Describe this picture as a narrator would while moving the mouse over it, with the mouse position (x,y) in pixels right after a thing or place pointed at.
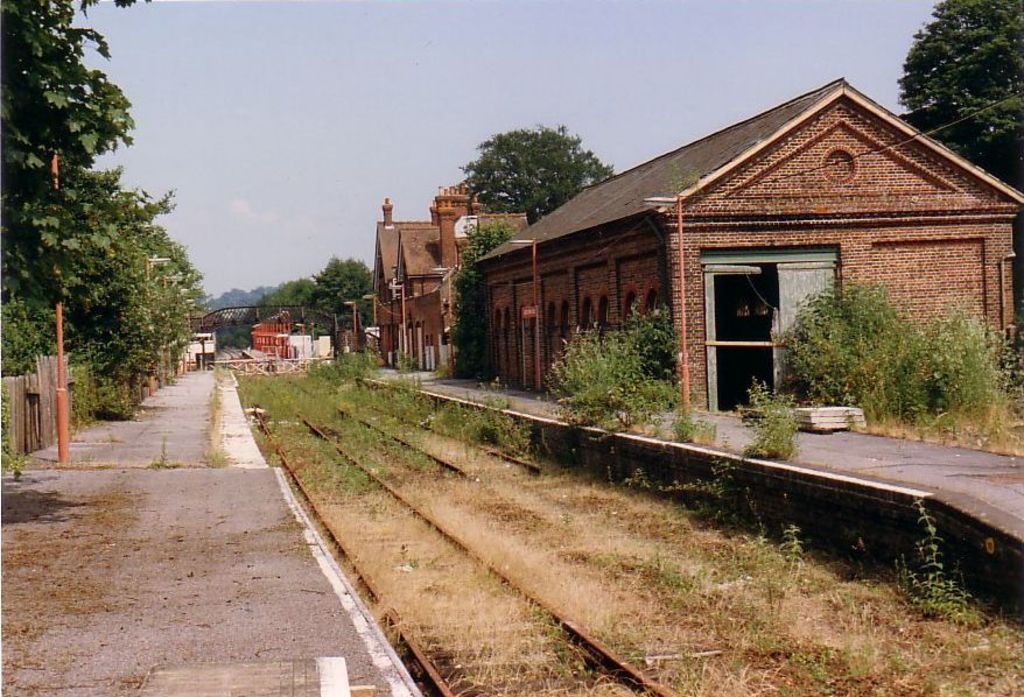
In the image there is rail track (487,658) in the middle (422,438) with building (450,354) on the right side (697,311) and platform (218,669) on the left side (183,421) and trees (96,241) behind it on either side and above its sky (348,91).
